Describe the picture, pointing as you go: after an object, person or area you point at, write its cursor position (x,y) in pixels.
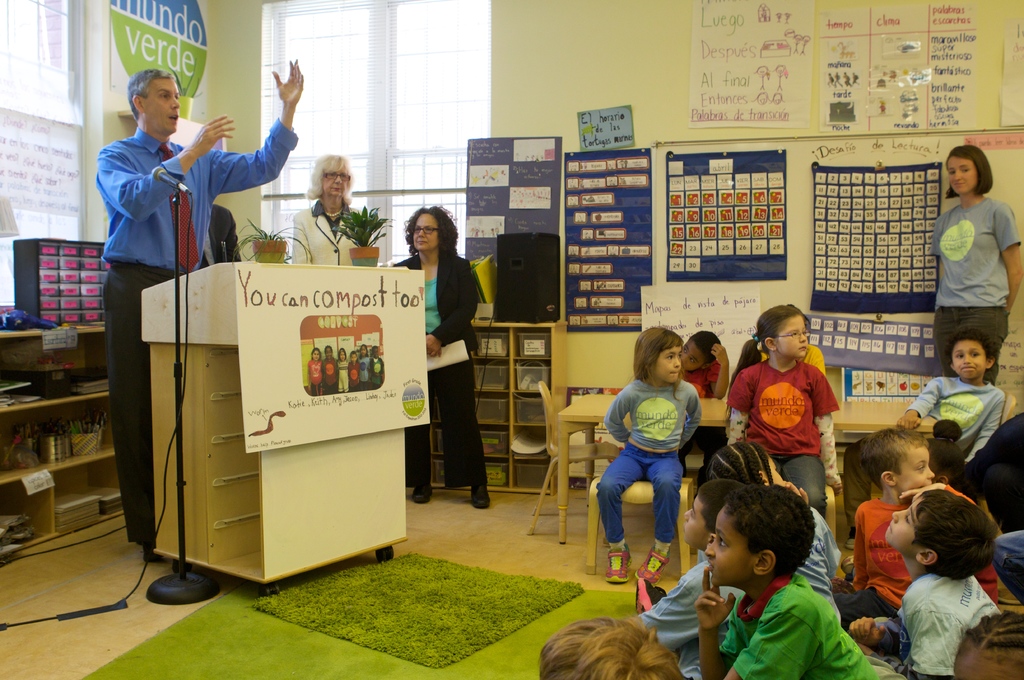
This image consists of persons (624,540) sitting and standing. The man (128,208) on the left side (158,211) is standing and in front of the man (201,252) there is a podium (227,269) and there is some text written on the podium (229,306) and there is a mic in front of the man (191,222). In the background (568,212) on the wall (695,174) there are frames (617,198) and there are charts (839,62) with some text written on it. There is a window (391,113) which is white in colour. On the left side of the wall (520,96) there is a text (180,43) and in front of the wall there is a stand (57,409) and on the stand (48,328) there is a black colour object (50,283). In the front (289,648) on the floor (107,620) there is a mat (413,621) which is green in colour.
